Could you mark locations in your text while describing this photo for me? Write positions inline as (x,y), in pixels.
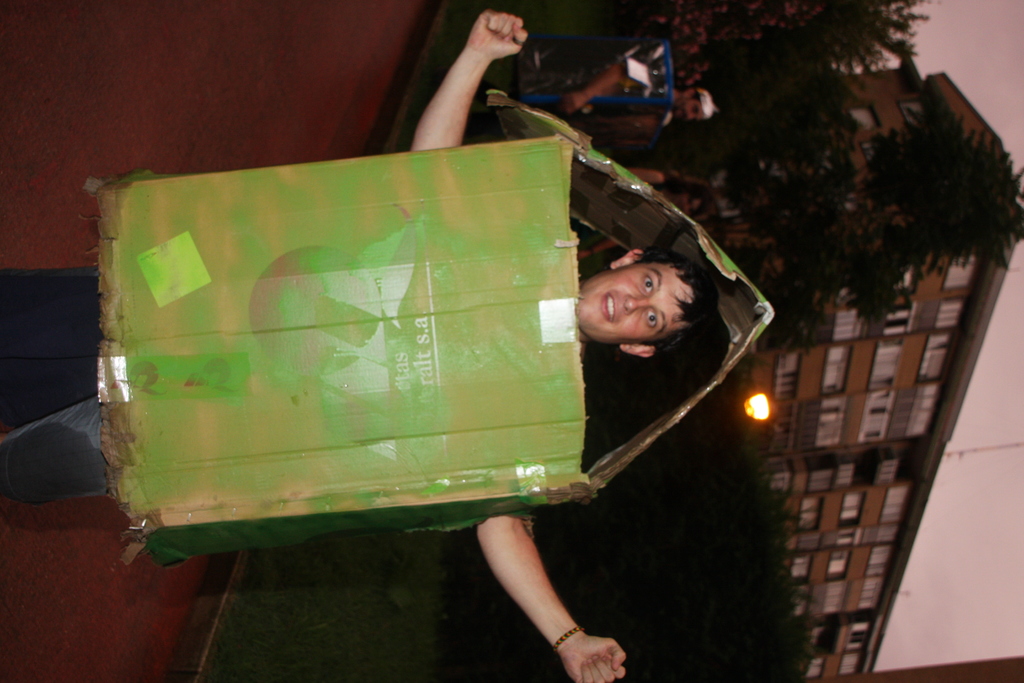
This is a tilted image, in this image there is a man (249,352) standing wearing a box (479,170) on a road (73,600), in the background (779,438) there are trees (791,321), lights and buildings (901,327).
